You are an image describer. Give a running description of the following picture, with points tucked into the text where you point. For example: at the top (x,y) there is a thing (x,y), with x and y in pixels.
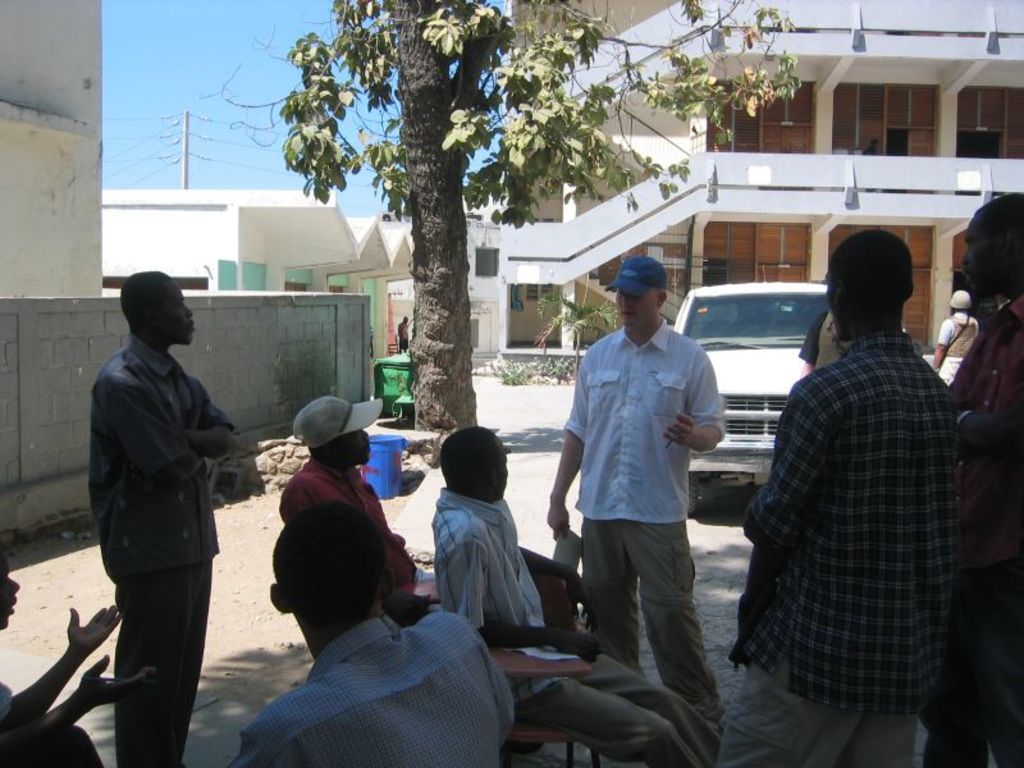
There are few people (443,625) sitting and few people (689,549) standing. This is a car (732,420), which is parked. These are the buildings (676,208). I think this is a dustbin (381,472), which is blue in color. I can see a tree (455,117) with branches (492,118) and leaves (615,165). This looks like a plant (570,315). On the left side of the image (271,315), that looks like a wall (88,382). I think this is a current pole (188,185) with the current wires (207,138). Here is the sky (178,50).
